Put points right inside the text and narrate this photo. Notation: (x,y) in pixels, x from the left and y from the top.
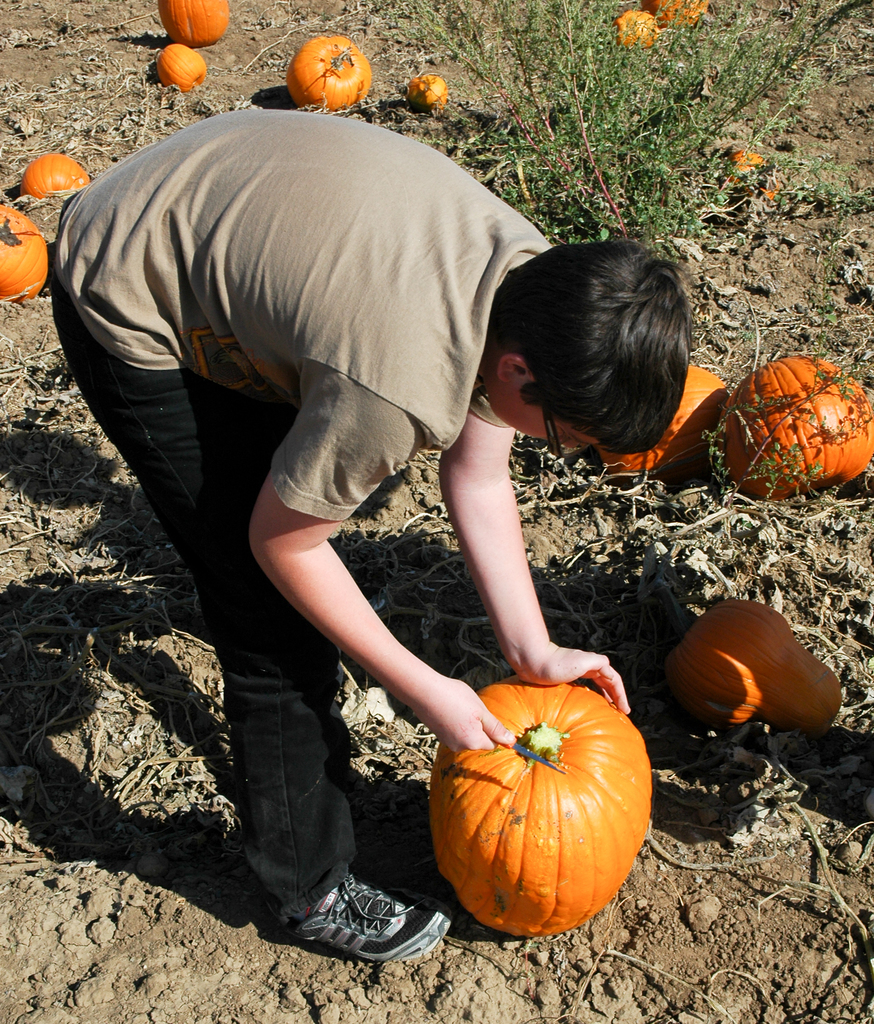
In this picture I can see a person (490,603) standing and holding a knife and a pumpkin (612,743), and in the background (540,224) there are pumpkins (327,60) and a plant (606,35).
